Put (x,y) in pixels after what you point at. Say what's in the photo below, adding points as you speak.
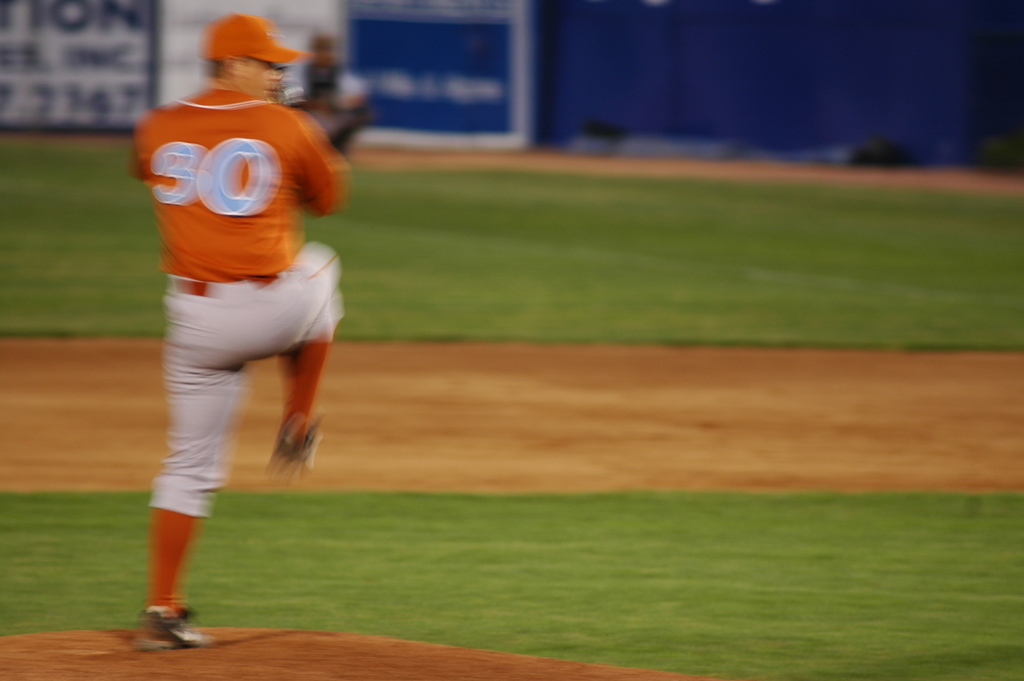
In this image I can see grass ground (47,500) and on it I can see a man (198,407) is standing. I can see he is wearing orange t shirt (266,154), white pant (279,333), shoes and orange cap (222,49). I can also see few numbers (261,177) are written on his dress (205,196). In the background (282,28) I can see few boards (159,43) and on these boards (134,30) I can see something is written. I can also see this image is little bit blurry.
